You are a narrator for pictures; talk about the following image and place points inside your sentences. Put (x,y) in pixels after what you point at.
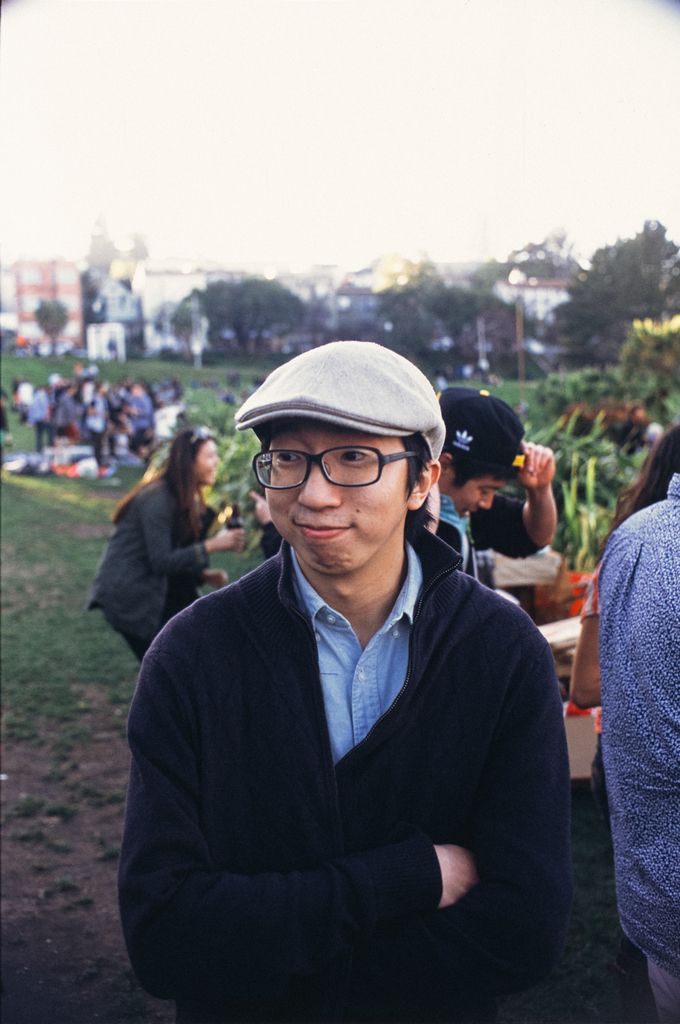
This is the man (445,736) standing and smiling. He wore a cap (341,379), spectacles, jerkin (395,771) and a shirt (384,687). In the background (526,479), I can see groups of people (115,451) standing. This is the grass (67,626). These are the trees (585,326) and buildings (98,289).
